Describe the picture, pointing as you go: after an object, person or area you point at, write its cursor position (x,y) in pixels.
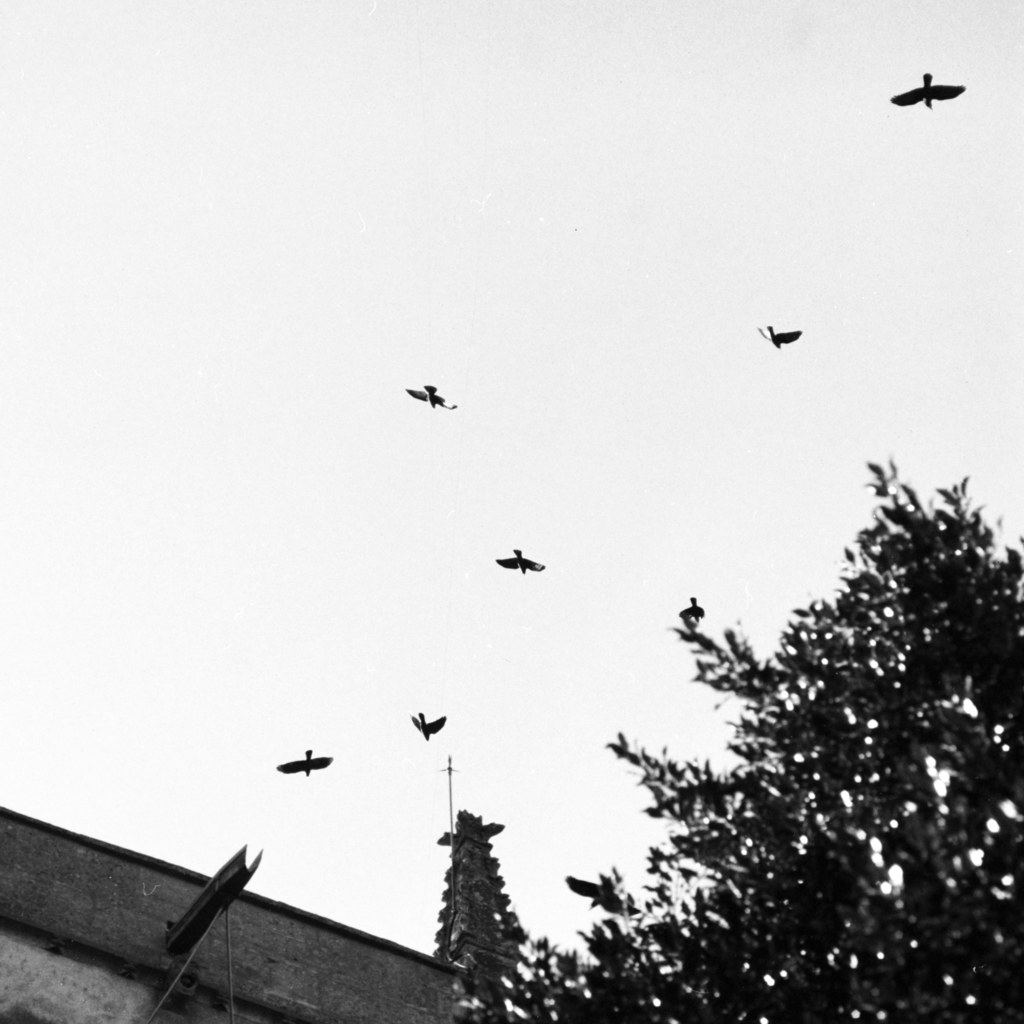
In this picture there are birds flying in the sky (512,592), there are trees (848,853) and there is a building (225,971).
